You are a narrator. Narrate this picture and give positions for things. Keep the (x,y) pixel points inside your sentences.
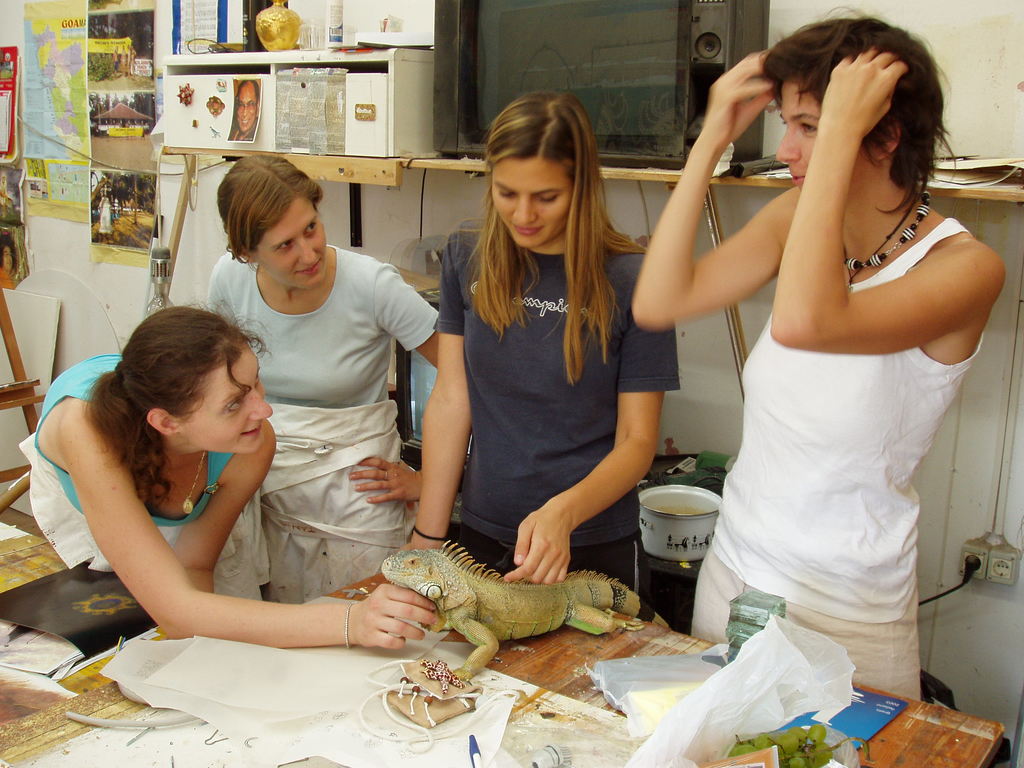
In this image in the center (349,404) there are group of persons (474,407) standing. In the center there is table (513,709) on the table (362,733) there are papers (500,729) and there is a lizard (511,602). In the background (130,143) there are posters (118,114) on the wall (961,580) and there is a television (579,76) on the shelf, and there is a plug (973,564) and there is an object (676,538) which is white in colour.
